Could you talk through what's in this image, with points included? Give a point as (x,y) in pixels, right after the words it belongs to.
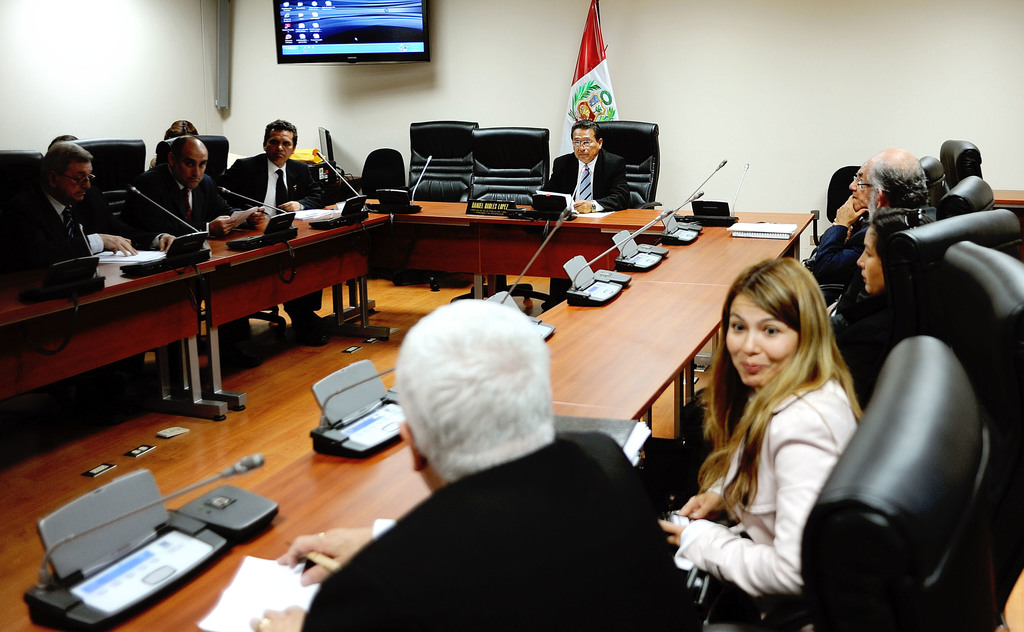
This is the inside view of a conference room (549,338). Here we can see so many people (86,208) sitting on the chair (35,179) around the table (635,352). And on the table (623,361) there are some microphones (693,191). Here we can see a person (462,584) who is sitting and holding a pen (321,562) and besides him a woman (787,292) is sitting and smiling. And on the background (838,75) there is a wall (788,65) and we can see a flag (575,99) here. Here there is a screen (318,39) and this is the floor (284,380).
